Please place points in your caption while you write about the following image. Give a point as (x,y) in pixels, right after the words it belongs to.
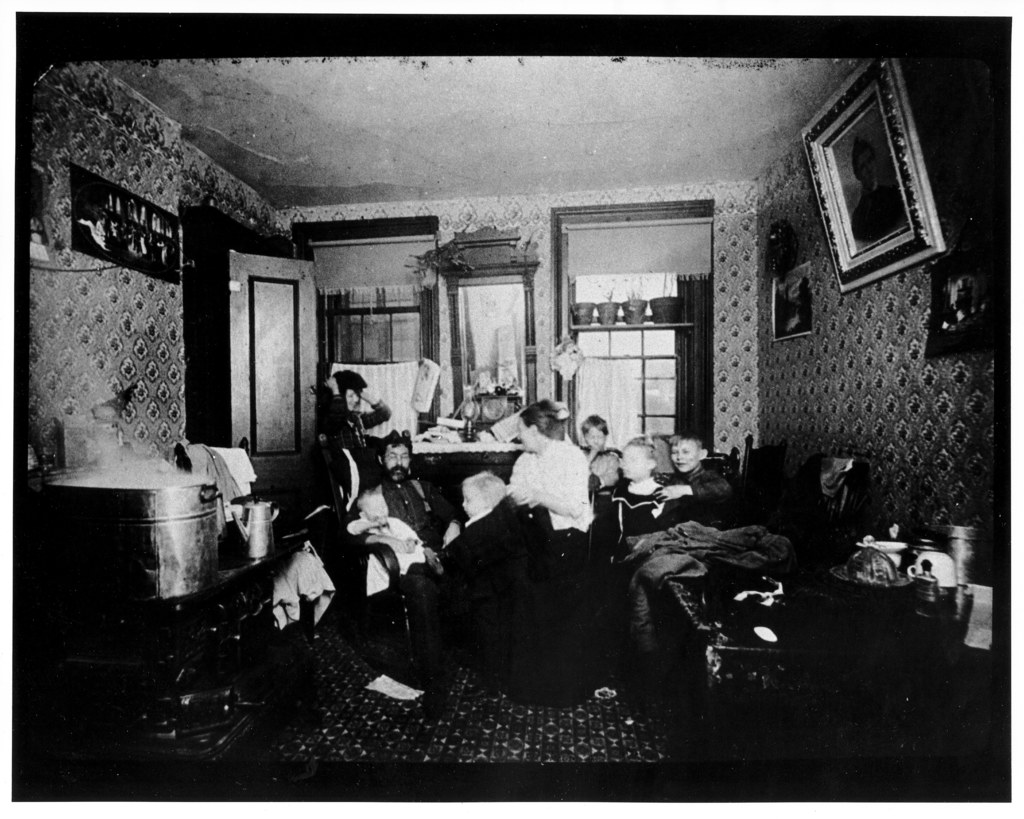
In this black and white picture few persons (477,594) are sitting on the chairs (360,569). Left side (218,612) there is a stove (113,646) having few vessels (128,555) on it. Right side (776,594) there is a table (777,623) having few objects (980,616) on it. Few frames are attached to the wall (878,293) having windows (641,318). Few plants (659,310) are kept near the window (662,330).
